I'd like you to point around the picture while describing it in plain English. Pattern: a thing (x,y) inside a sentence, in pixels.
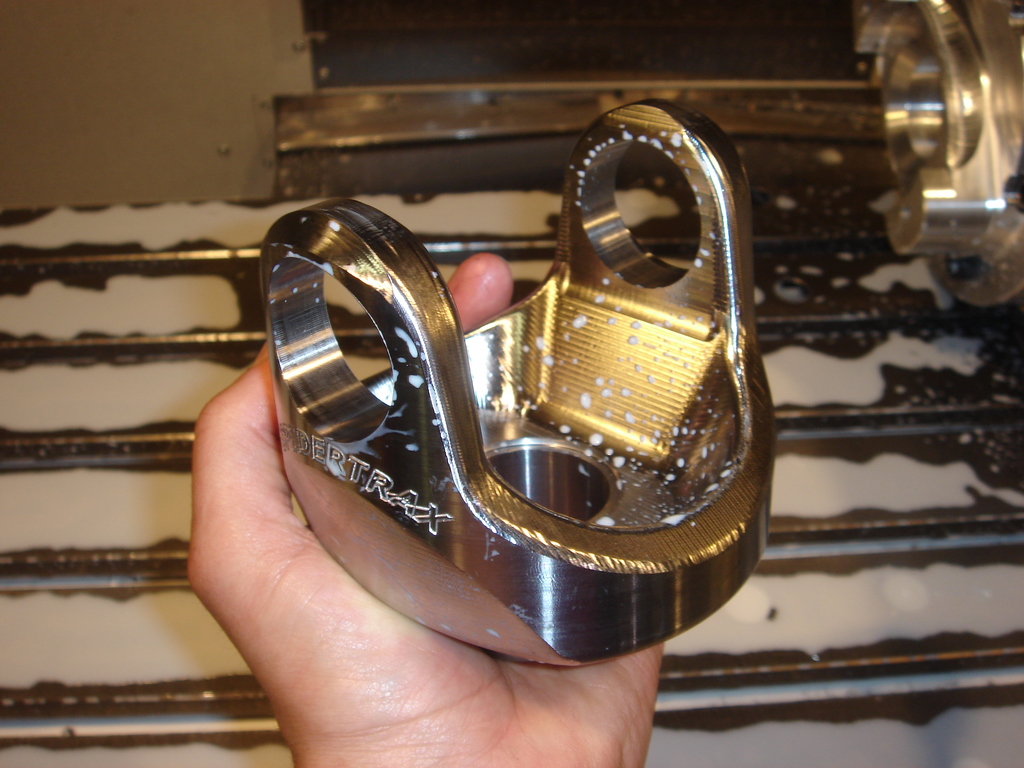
In this picture in the middle (483,447), we can see a hand (560,719) of a person (584,739) holding something. On the right side (1013,130), we can also see some steel instruments (1018,167). In the background (158,113), there is a wall (227,161).
